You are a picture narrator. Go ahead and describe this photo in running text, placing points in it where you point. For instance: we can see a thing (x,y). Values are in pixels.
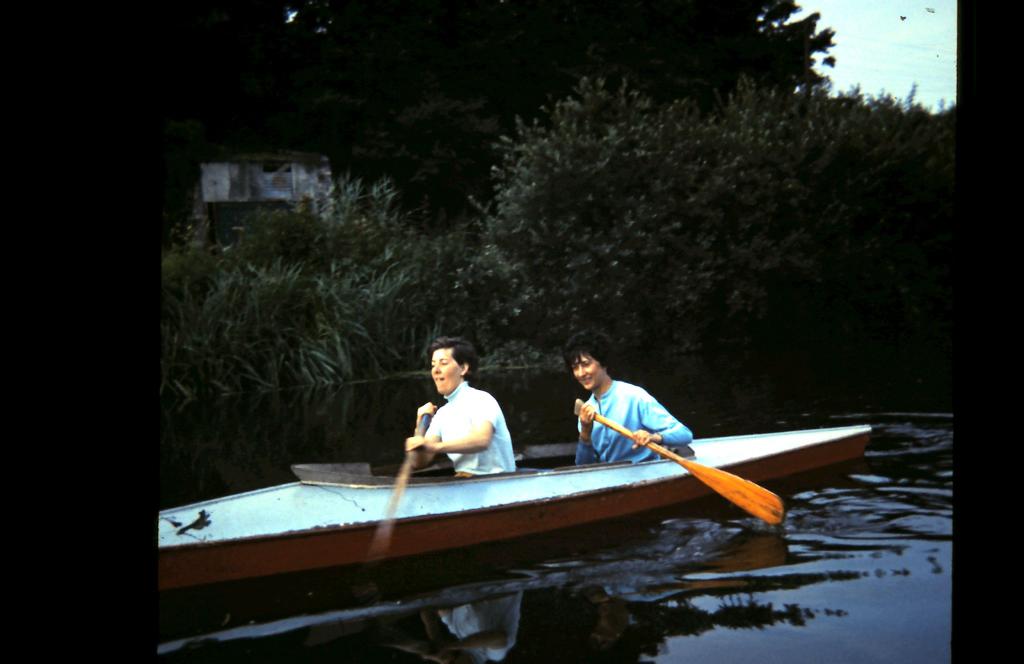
This picture shows couple of them (475,459) riding a boat (244,495) in the water (842,528) and we see few trees (707,7) and a blue cloudy sky (857,68).
